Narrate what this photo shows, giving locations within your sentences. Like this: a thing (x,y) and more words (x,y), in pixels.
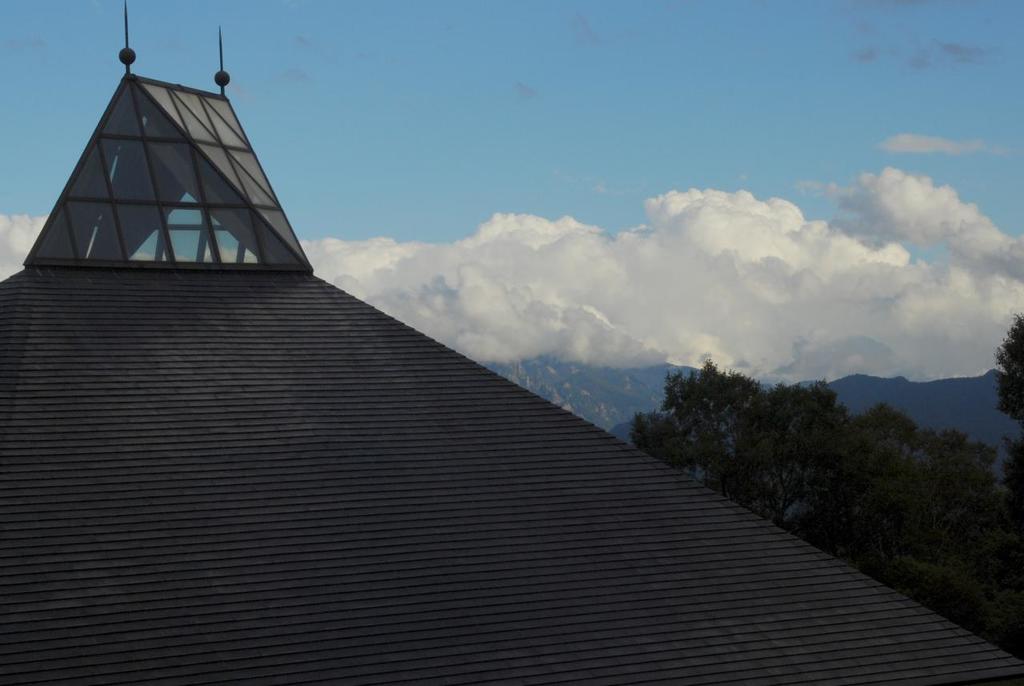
In this image I can see the dome (267,297). In the background (952,514) I can see few trees (739,422) in green color and the sky (674,167) is in white and blue color.
